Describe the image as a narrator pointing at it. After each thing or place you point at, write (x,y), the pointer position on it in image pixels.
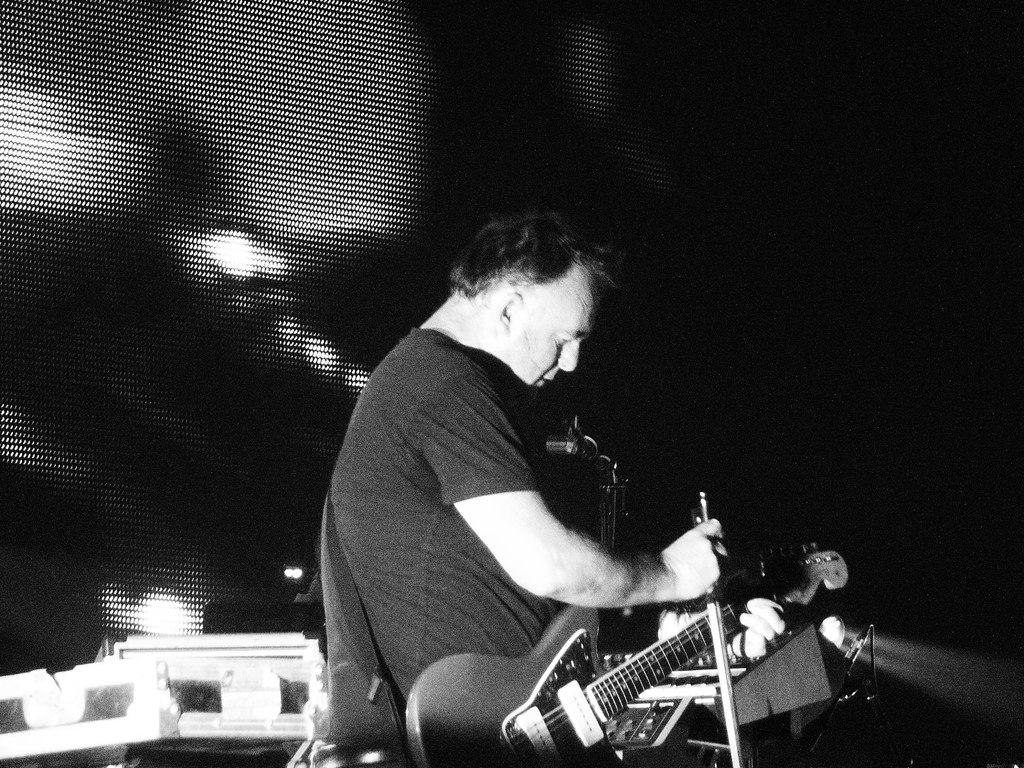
In this picture I can see a man (421,527) with a guitar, there are some objects (244,706), and in the background (481,48) it looks like a screen (136,435).
